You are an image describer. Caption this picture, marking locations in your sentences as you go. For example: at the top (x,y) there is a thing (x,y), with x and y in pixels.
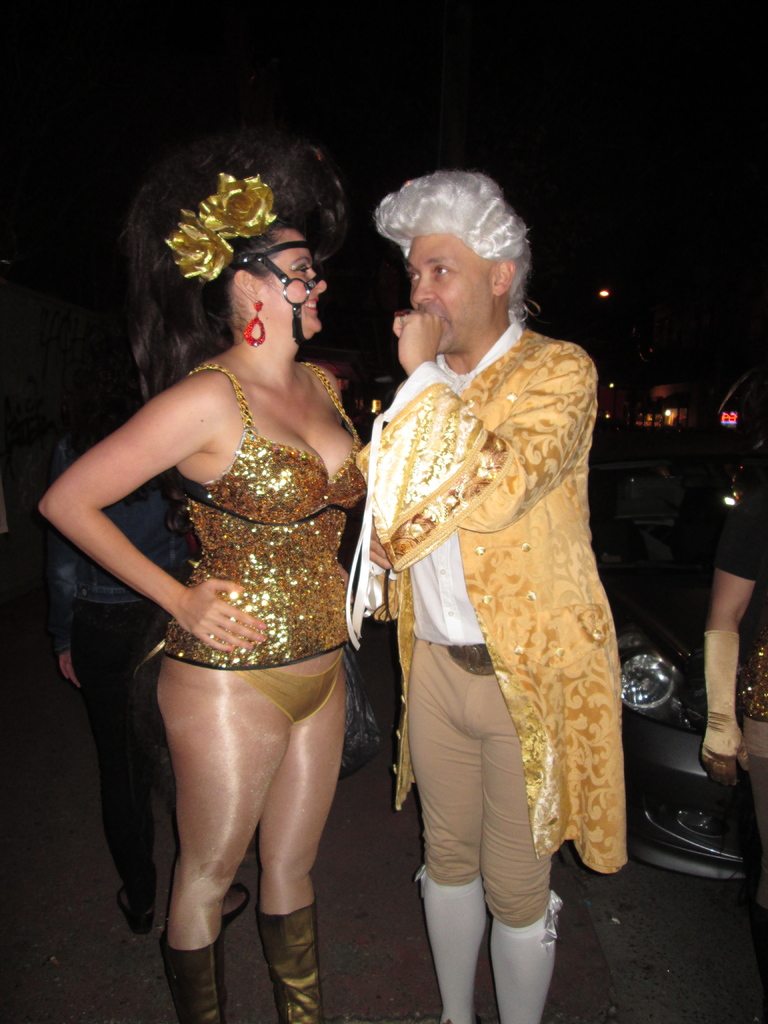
In the picture there are at least four people (546,438) men (515,471) and women (283,698), both of them are talking to each other in the background (664,541) there is a car (697,563), there is also another person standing behind the women (281,707).
